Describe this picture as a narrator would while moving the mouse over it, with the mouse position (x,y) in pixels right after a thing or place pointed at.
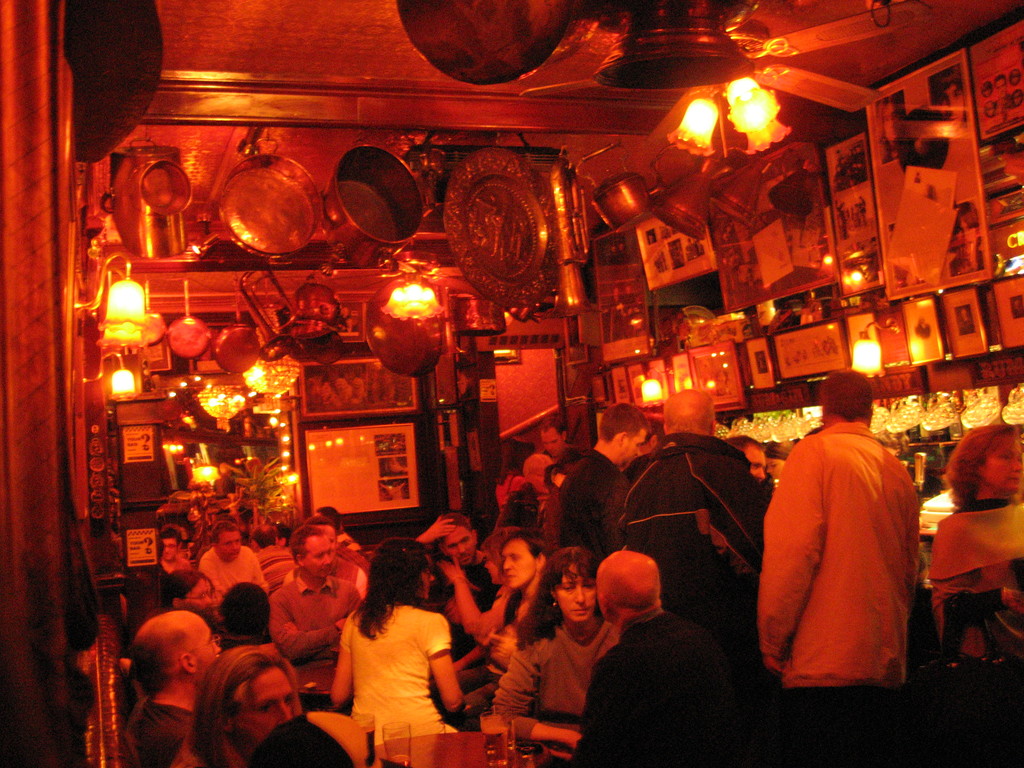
In this picture we can see some people (413,618) sitting in front of a table (378,758), on the right side (815,644) there are some people (793,576) standing here, in the background (343,510) there are some photo frames (842,356) here, we can see some lights (130,321) at the top of the picture (735,115), there are some glasses (410,728) on this table (466,761).
